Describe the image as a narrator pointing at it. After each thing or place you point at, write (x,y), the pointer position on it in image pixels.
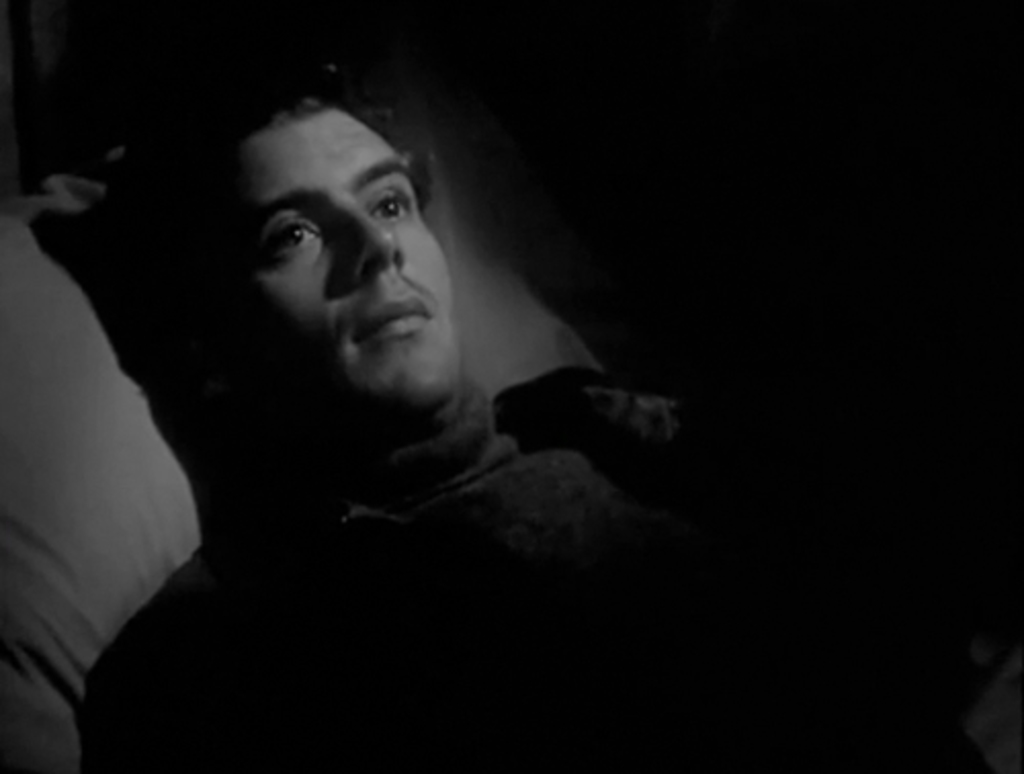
In this picture there is a man (380,480) lying. At the bottom (156,548) it looks like a pillow (38,477). At the back (859,380) there is a black background (816,377).
